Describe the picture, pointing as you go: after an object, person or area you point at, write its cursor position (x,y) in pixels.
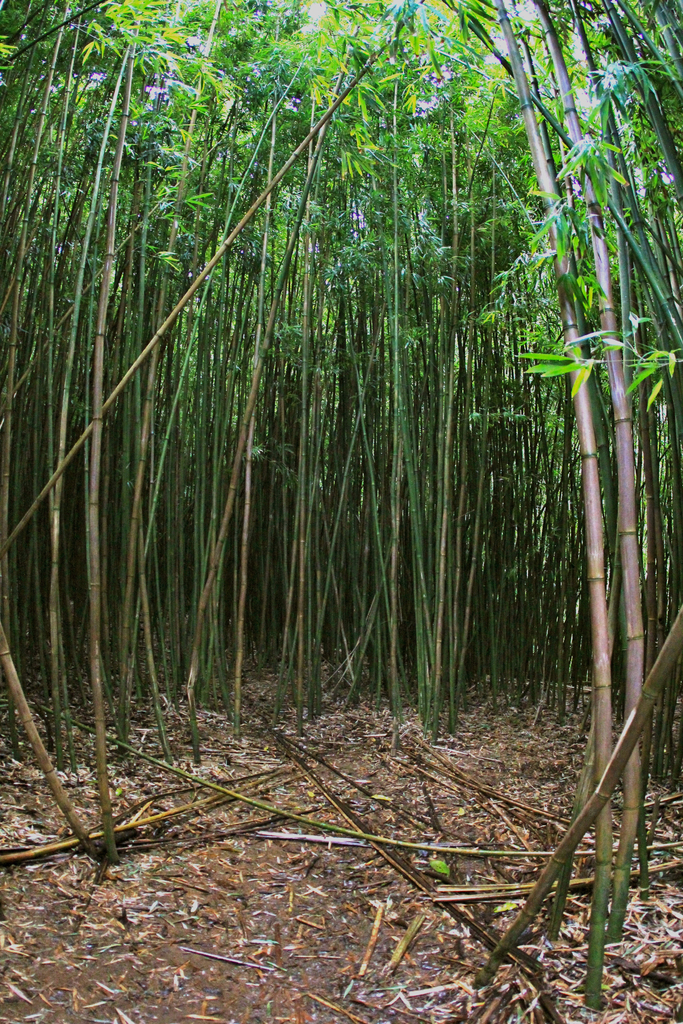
In this picture we can see many trees (292,457).
